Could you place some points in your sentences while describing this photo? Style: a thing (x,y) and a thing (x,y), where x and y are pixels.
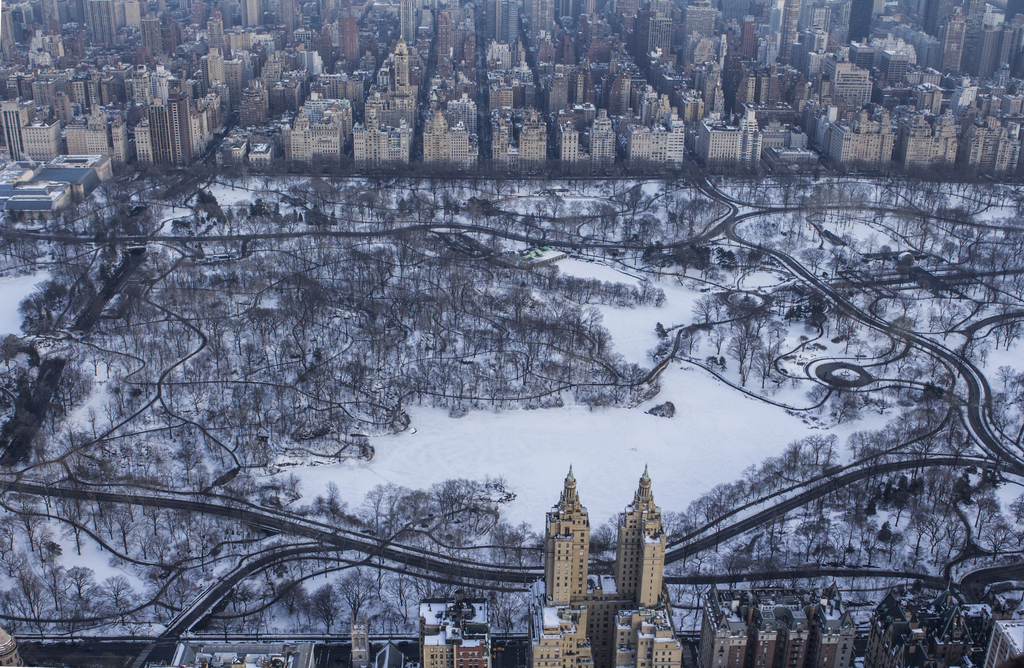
In this image we can see snow (1004,492), trees (392,360) and roads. At the top of the image (393,81) there are some buildings (599,70). At the bottom of the image (599,661) there are buildings (567,646).
